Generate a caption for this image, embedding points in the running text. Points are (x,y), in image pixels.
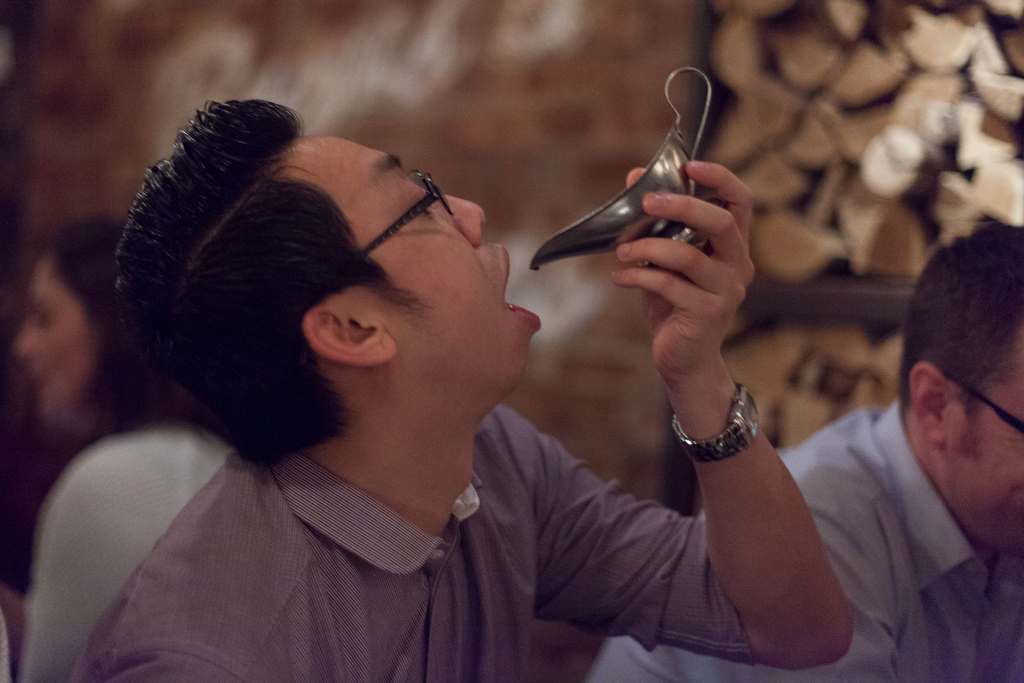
In this image I can see a person (458,469) wearing watch (707,454) and shirt (411,555) is holding utensil (646,233) in his hand (703,207). In the background (766,377) I can see few other persons (62,350) and the blurry background (80,350).
